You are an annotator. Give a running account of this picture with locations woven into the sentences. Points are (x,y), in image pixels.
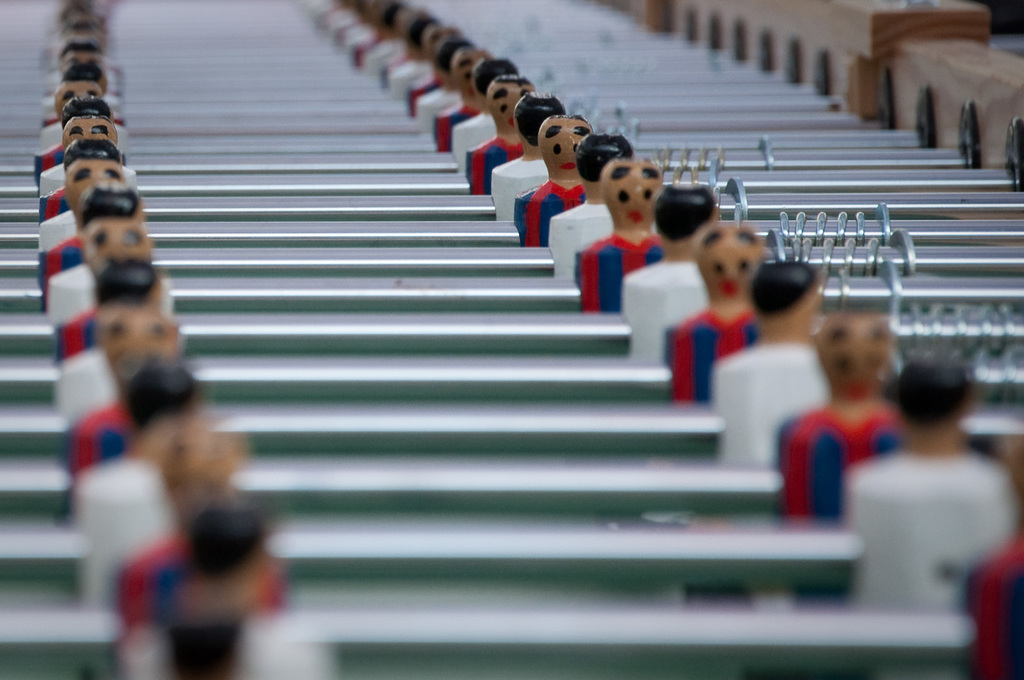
There are many toys (164,368) which are white and red in color and there are rods (443,256) beside them.
